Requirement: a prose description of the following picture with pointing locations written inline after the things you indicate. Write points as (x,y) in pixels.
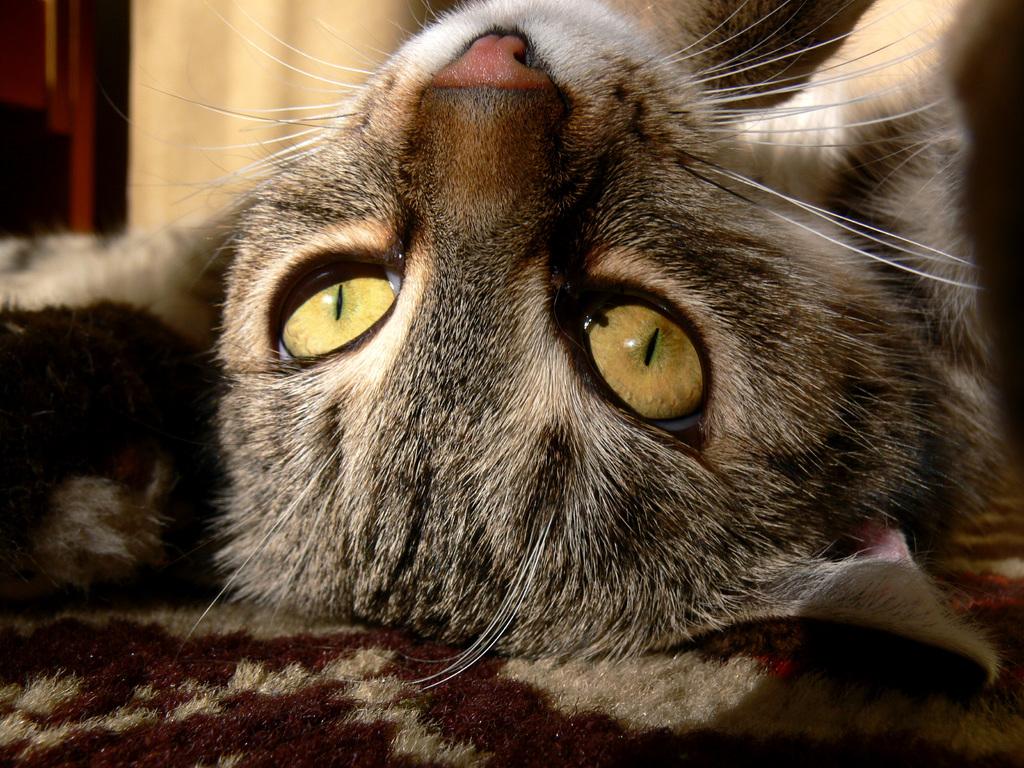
This image is taken indoors. In the background (202,76) there is a wall (234,70). In the middle of the image (557,491) there is a cat (754,450) lying on the towel (203,683).
